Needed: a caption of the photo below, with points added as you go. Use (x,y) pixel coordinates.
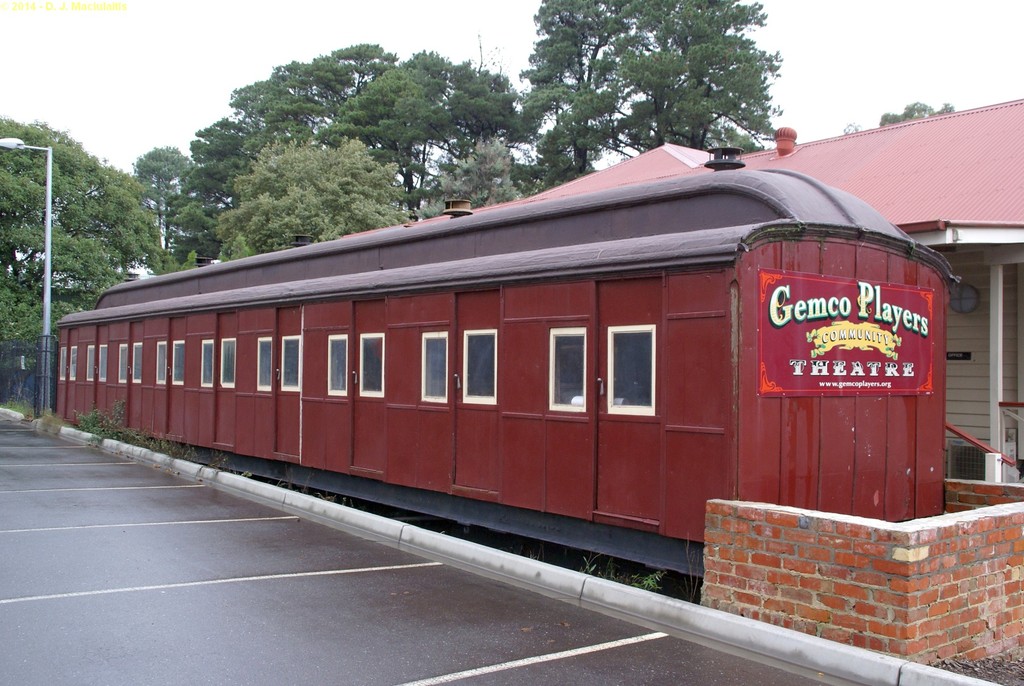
This image is taken outdoors. On the left side of the image (63,553) there is a car park (207,565). In the background (109,219) there are a few trees (71,216) and a street light (46,232). In the middle of the image (349,356) there is train (468,347). On the right side of the image (1008,363) there is a house (1016,375) with a wall (877,575).
